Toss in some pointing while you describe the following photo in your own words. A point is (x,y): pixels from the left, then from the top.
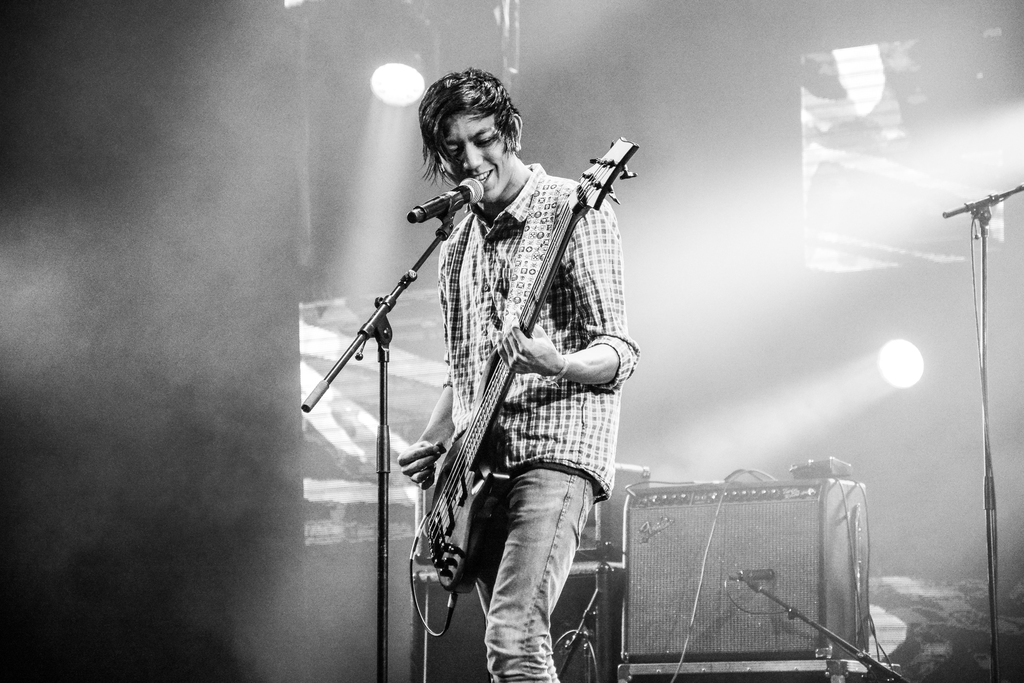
In this picture there is a man (526,398) who is playing guitar (566,240) and singing. There is a mic (452,208) and lights (895,368) at the background (897,367).
